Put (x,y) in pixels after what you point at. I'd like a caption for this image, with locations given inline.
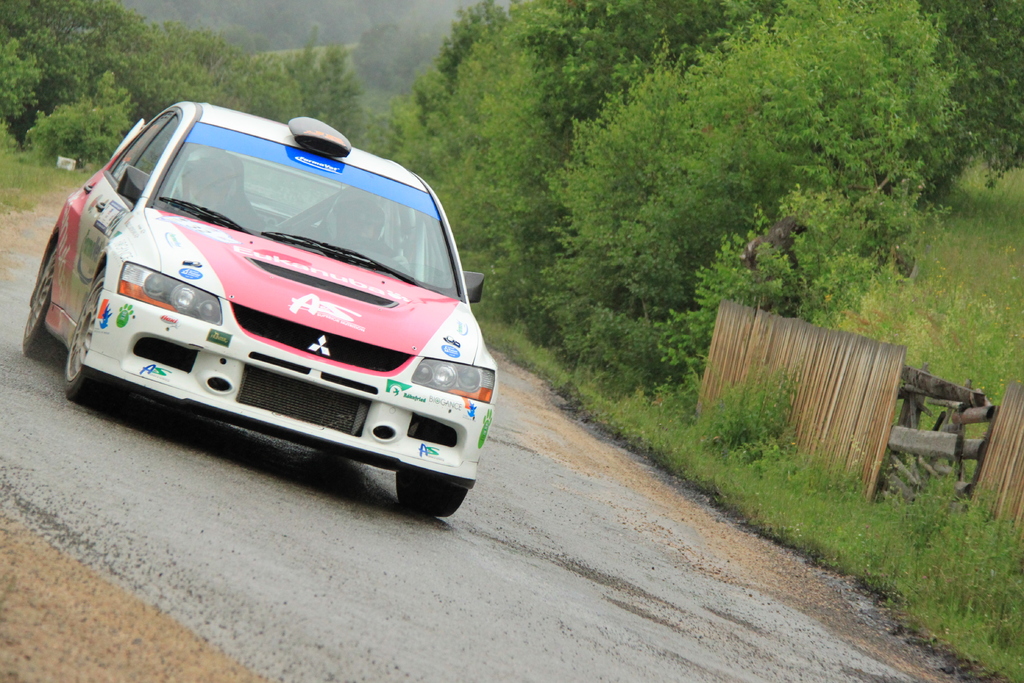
In this picture we can see a car (184,131) on the road (363,541), wooden objects (851,345), plants (804,495), trees (407,109) and in the background (376,42) it is blurry.
